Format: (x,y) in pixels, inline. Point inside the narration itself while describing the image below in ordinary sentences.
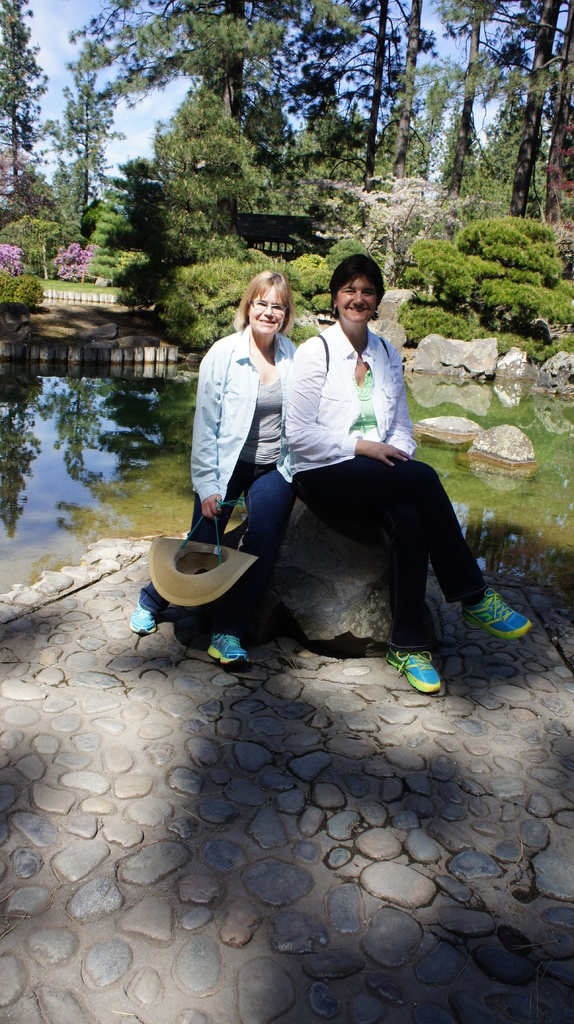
There are two ladies (293,355) sitting on a rock (329,542). Lady (214,434) on the left (182,566) is holding a hat (210,566). In the back (133,451) there is water (116,440), rocks (121,331), bushes (215,256), trees (265,132) and sky (133,125).
